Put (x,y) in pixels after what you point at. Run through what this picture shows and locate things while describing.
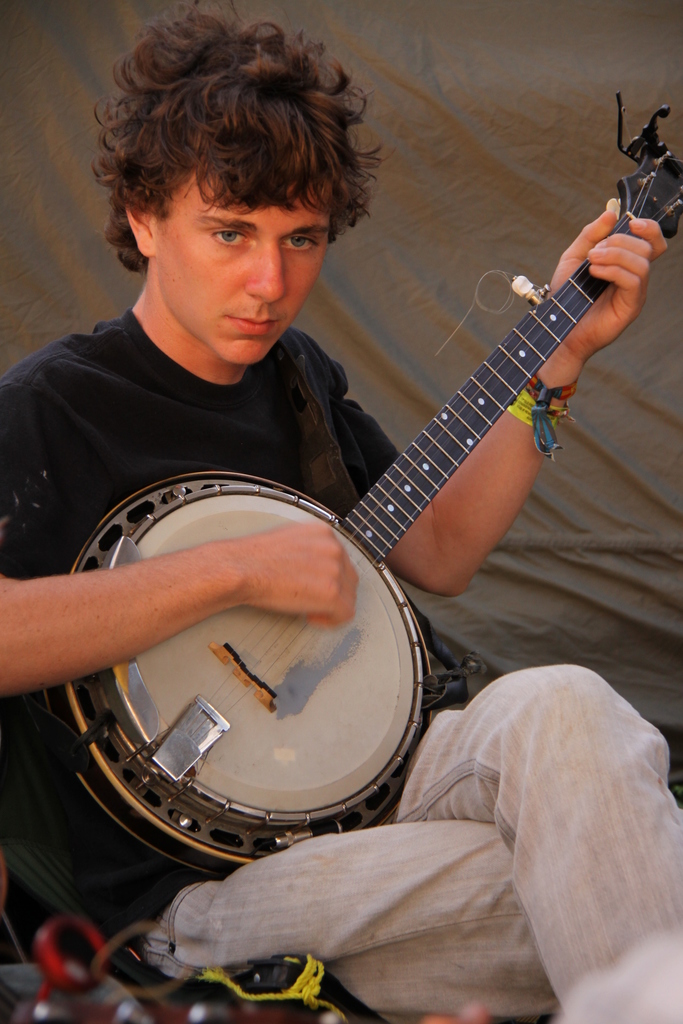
This image is taken indoors. In the background (413,187) there is a cloth (412,166). In the middle of the image (282,546) a man (188,879) is sitting on the chair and he is holding a musical instrument (416,445) in his hands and he is playing music. At the bottom of the image (245,990) there are a few things (83,1009).
